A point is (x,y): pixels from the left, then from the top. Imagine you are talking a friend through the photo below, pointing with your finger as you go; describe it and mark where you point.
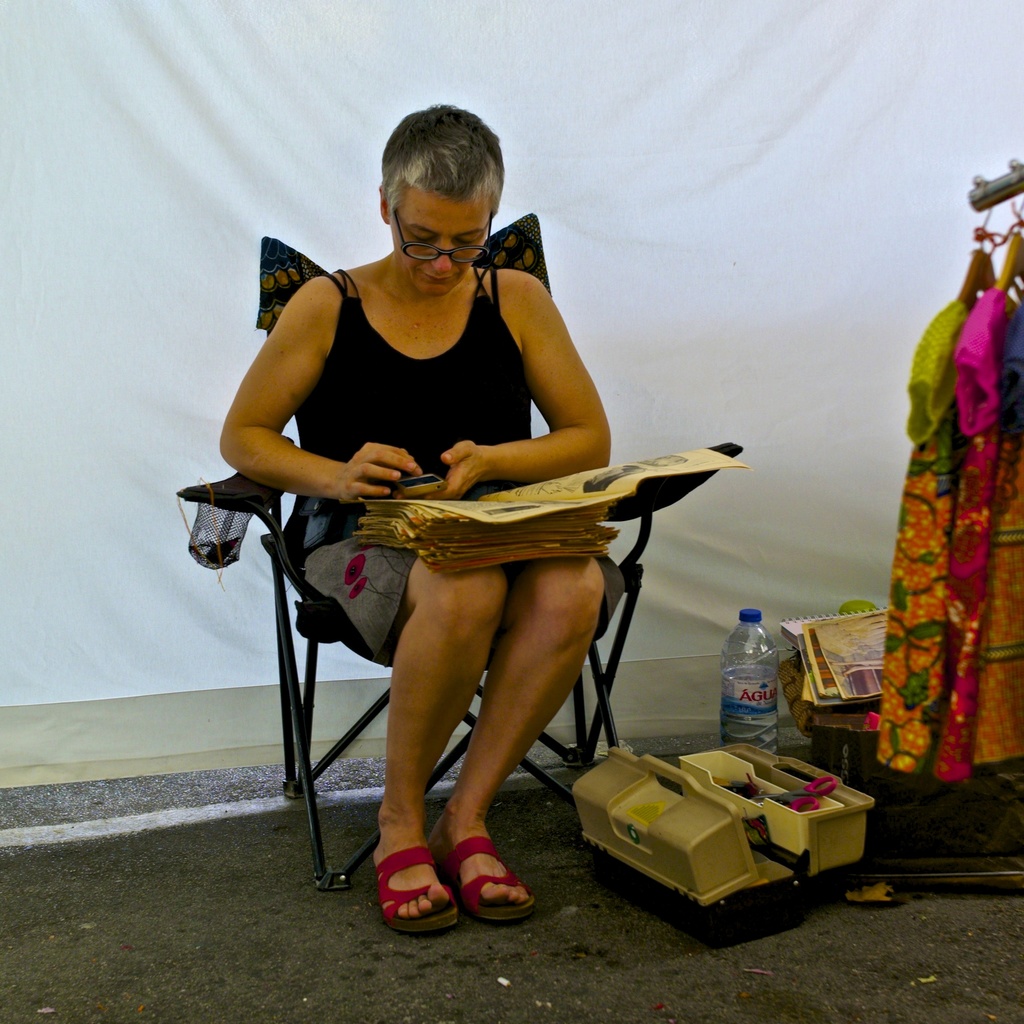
In this picture we can see a person (459,476) is sitting on a chair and holding a mobile phone (441,481), on the right side (1004,525) there are some clothes (934,548), we can see a bottle (765,701), a box (800,830), scissors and some books (852,680) at the bottom (807,797), this person (470,455) is carrying some files (487,514).
